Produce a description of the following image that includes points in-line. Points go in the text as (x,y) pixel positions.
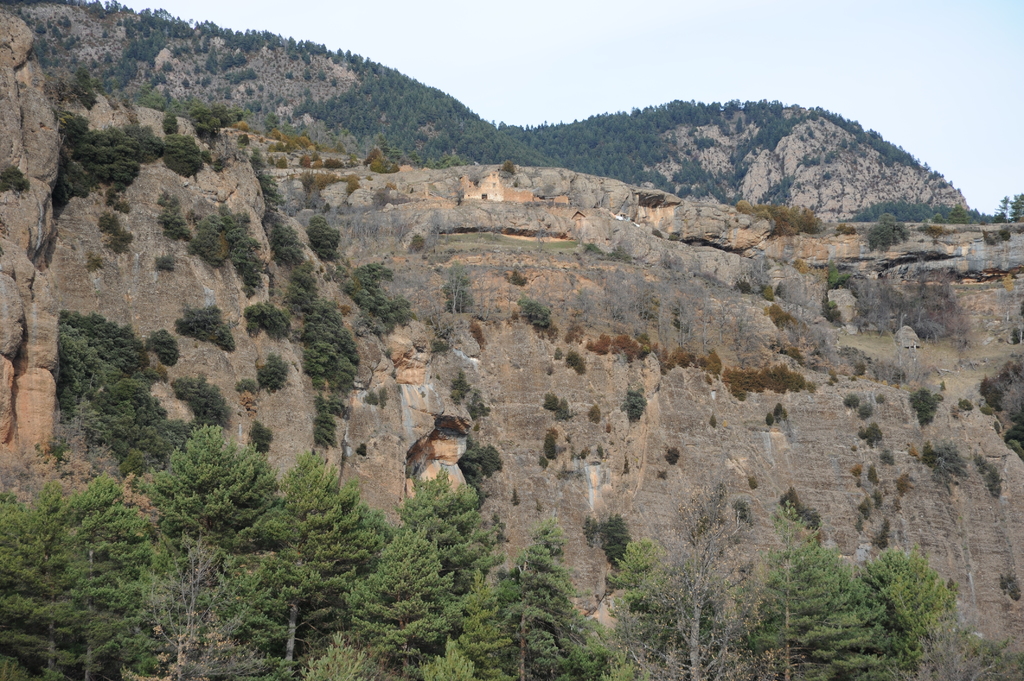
In this image we can see trees (203,390), plants (190,381), also we can see the sky (830,72) and the mountains (807,116).
